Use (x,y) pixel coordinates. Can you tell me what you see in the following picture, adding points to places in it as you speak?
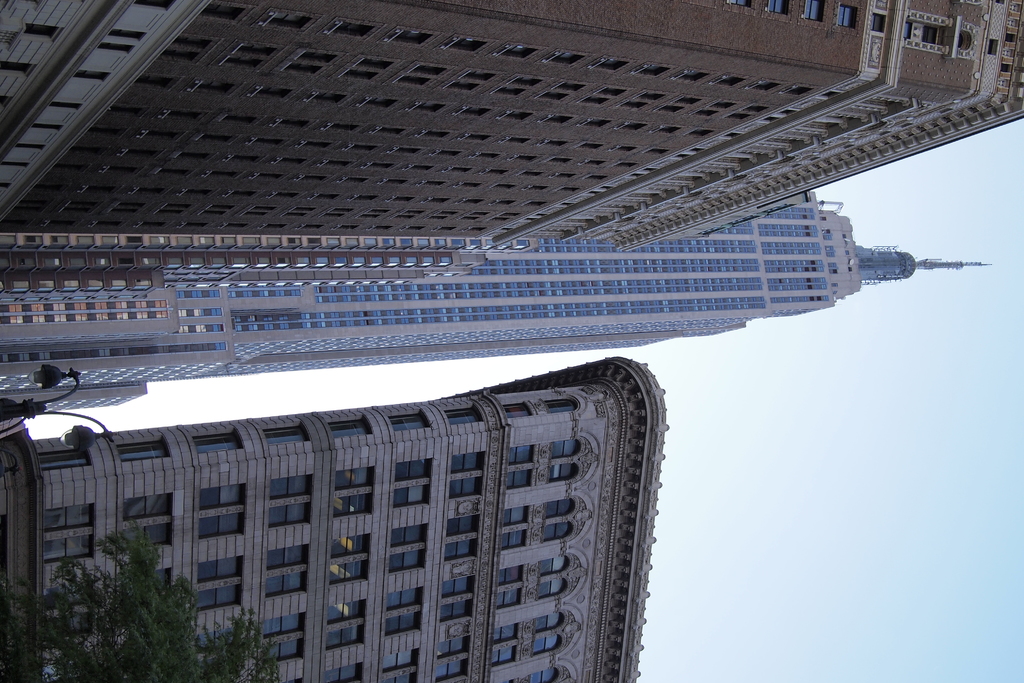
In this image in front (59,648) there is a tree (109,622). There is a street light (3,415). In the background of the image (391,478) there are buildings (562,473) and sky (886,521).
